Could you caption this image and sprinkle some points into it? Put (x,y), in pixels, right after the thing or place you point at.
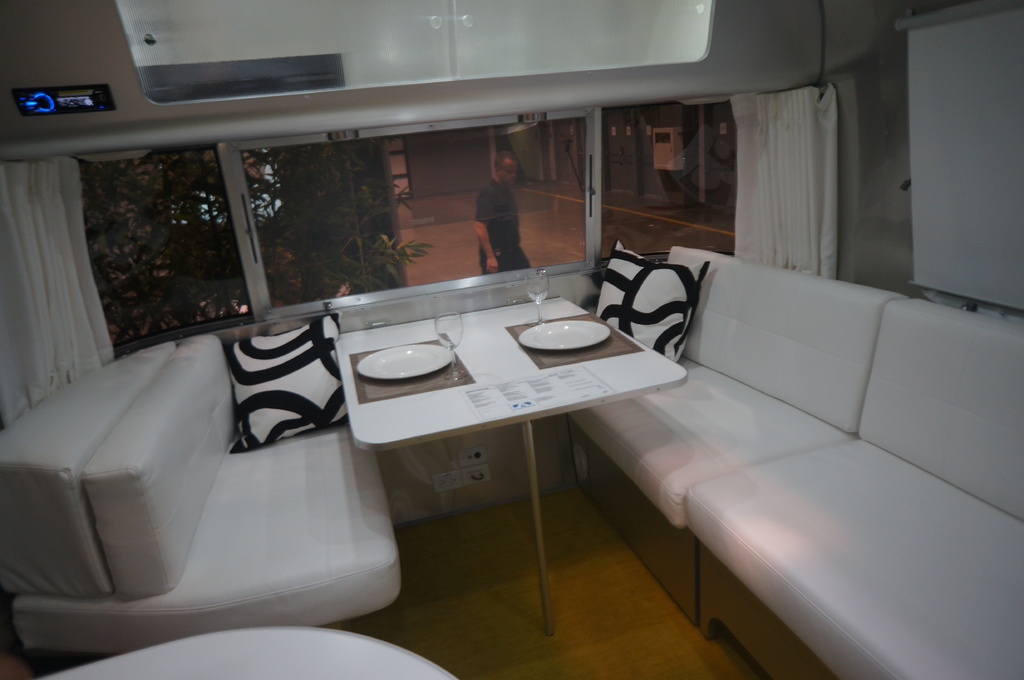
this picture shows a sofa bed (726,281) and we see a table (675,381) and two glasses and two plates (552,340) on it and we see a plant (210,299) from the window (342,279).
